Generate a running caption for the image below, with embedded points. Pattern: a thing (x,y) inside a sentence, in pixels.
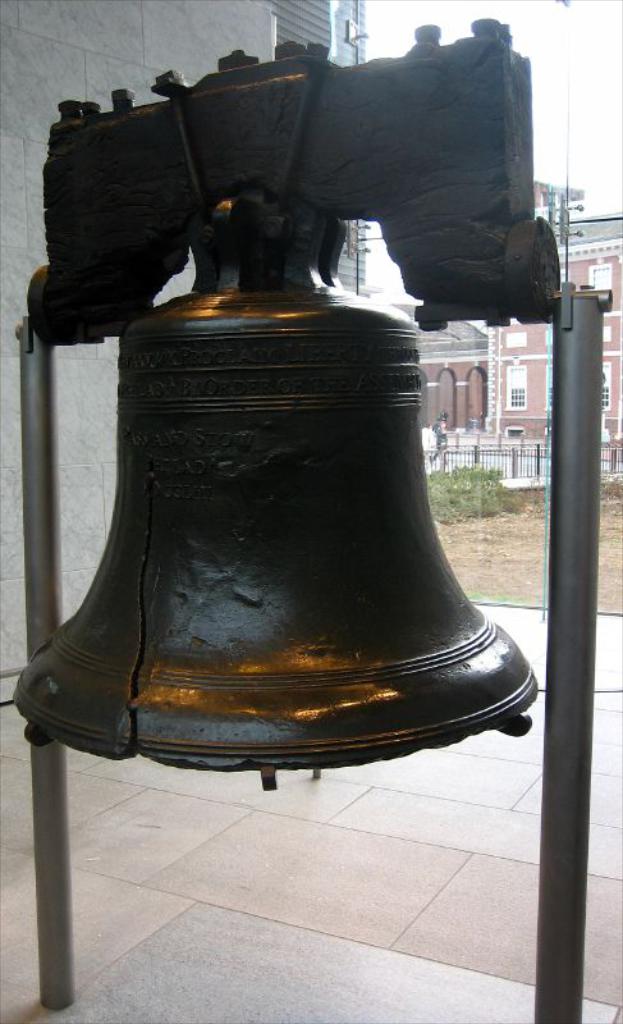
In this picture we can see a bell (202,709) with the stands (563,917). Behind the bell (365,438) there is a fence (477,461), plants (431,480), buildings (505,331) and a sky (562,108).
